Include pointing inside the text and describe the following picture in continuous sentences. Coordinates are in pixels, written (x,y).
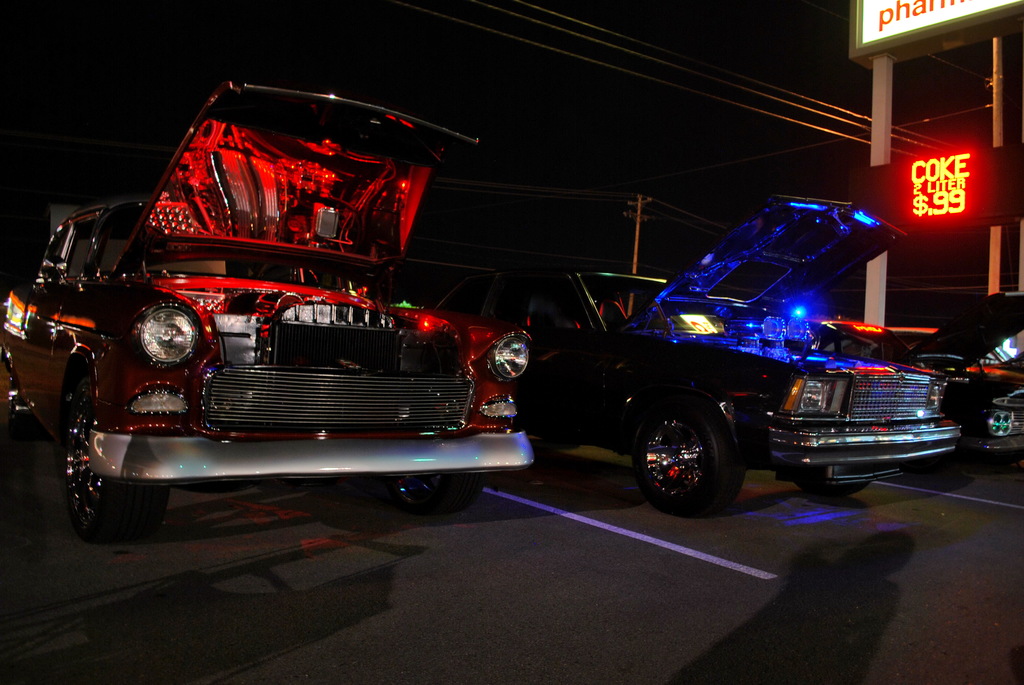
In this image we can see motor vehicles (395,372) on the floor (366,528), name boards (867,43) and cables (807,99).
